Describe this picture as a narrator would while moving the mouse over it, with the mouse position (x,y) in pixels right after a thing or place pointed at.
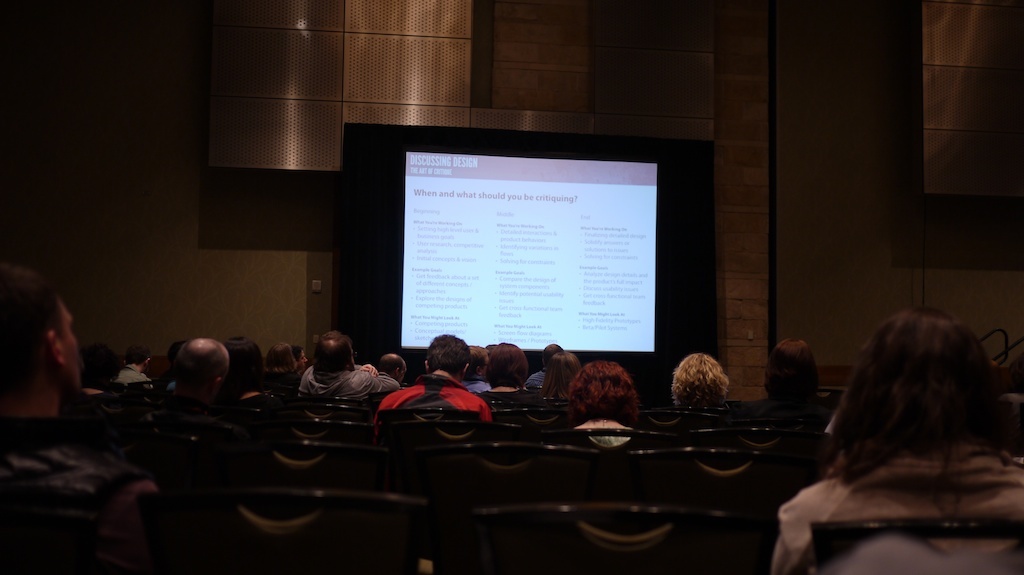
In the image in the center, we can see few people (427,405) were sitting. In the background (480,260) there is a wall (749,62) and screen (495,202).
